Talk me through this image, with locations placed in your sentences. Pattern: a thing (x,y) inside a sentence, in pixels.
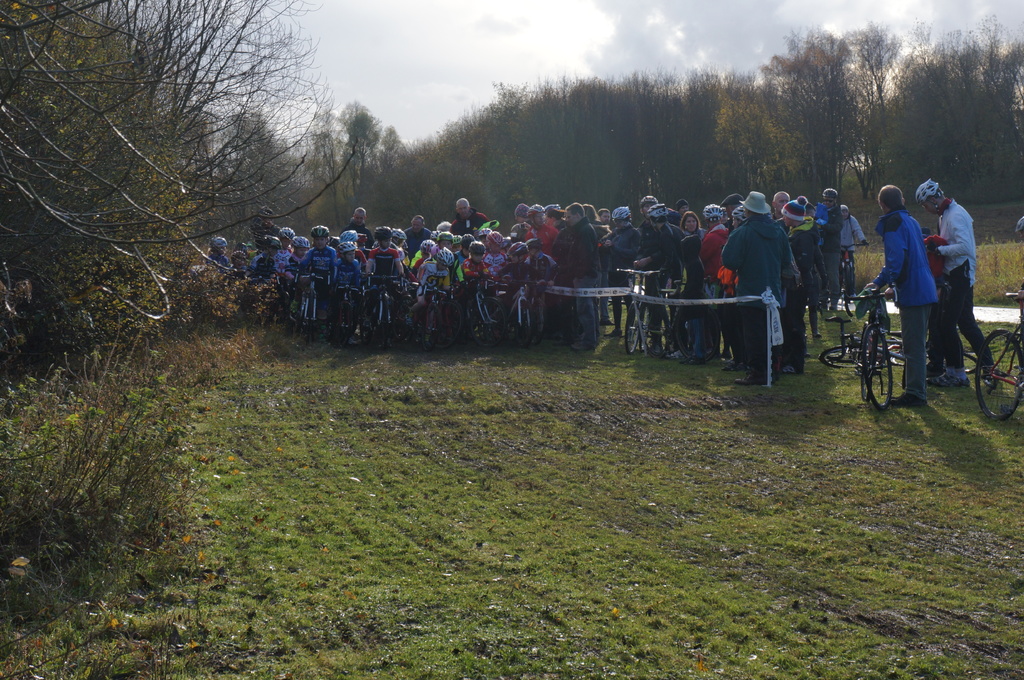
In the image in the center (418,255) we can see few people (607,265) were standing and they were holding cycles (879,327). And they were wearing helmet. In the background (549,92) we can see the sky (434,67), clouds (525,26), trees (986,149), grass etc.
